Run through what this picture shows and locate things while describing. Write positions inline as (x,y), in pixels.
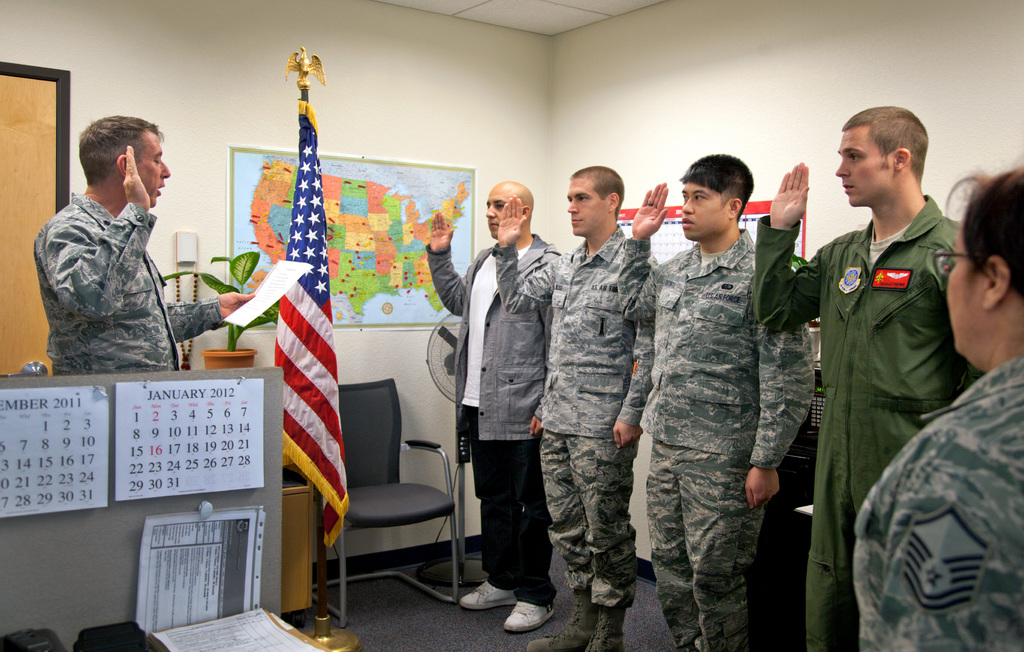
In this picture I can see group of people (110,339) standing and there is a man (137,265) holding a paper (279,289). I can see a chair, flag (307,271), papers (288,276), plant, table fan (451,333) and some other objects (189,435), and in the background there are boards (282,259) attached to the walls (788,16).
